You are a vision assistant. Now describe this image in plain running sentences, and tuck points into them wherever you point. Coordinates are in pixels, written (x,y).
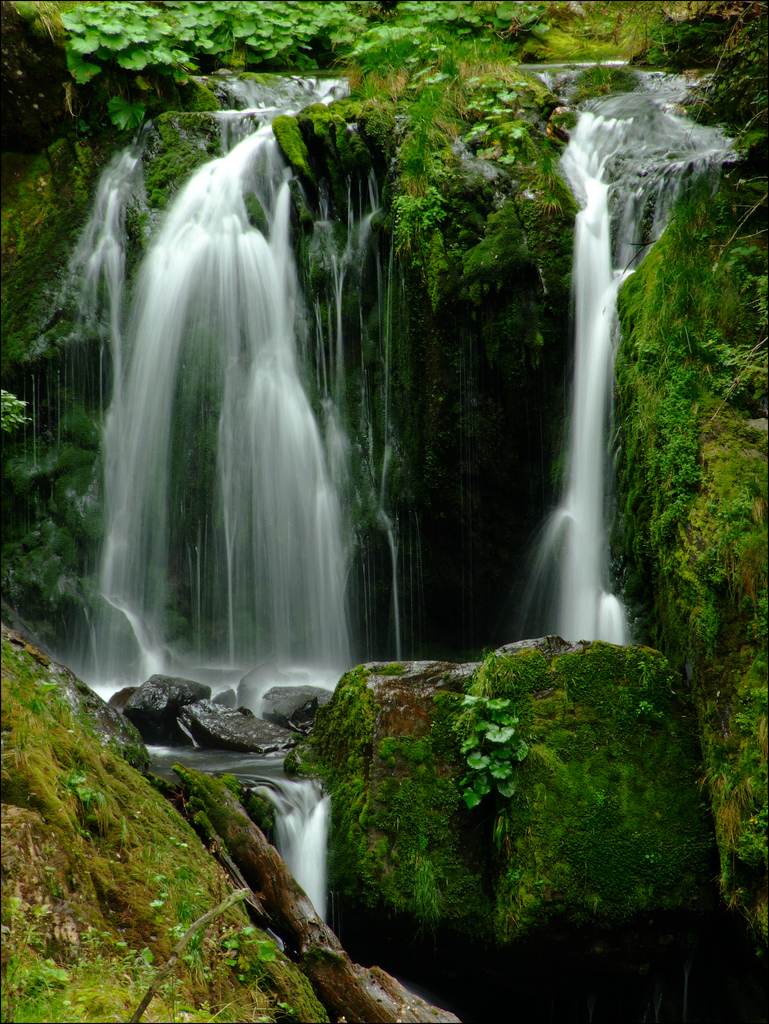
In this picture we can see water falls (591,545). The formation of algae (390,795) on the rocks (414,825) and these are plants (512,136).
